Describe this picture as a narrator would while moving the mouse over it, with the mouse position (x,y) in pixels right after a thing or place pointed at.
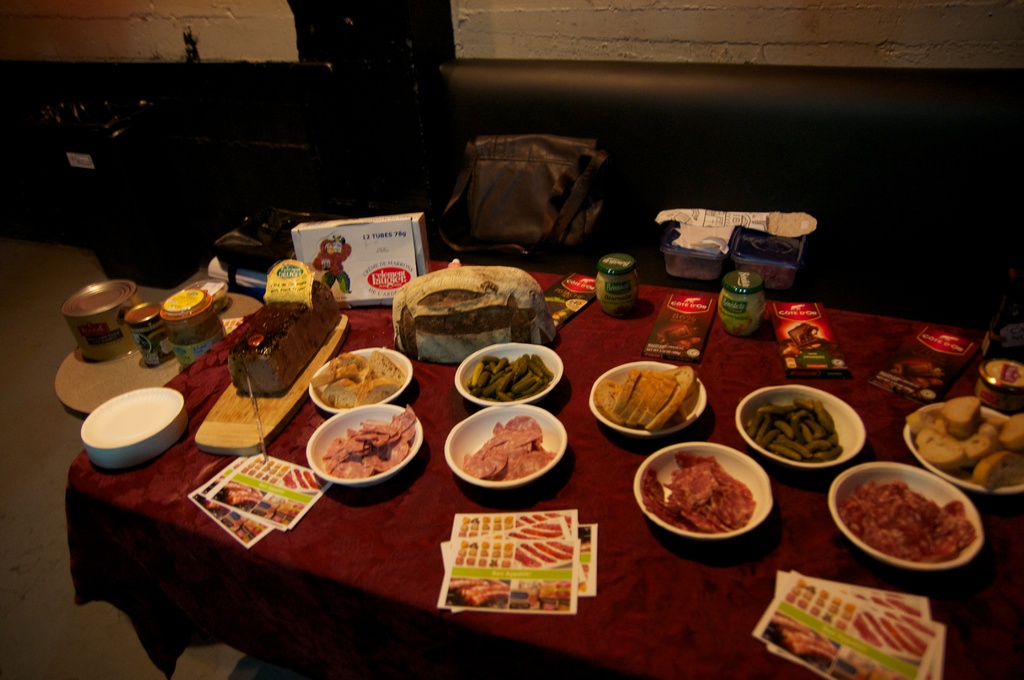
In this picture we can observe a table (584,592) on which we can observe some food items (379,378) placed in the white color bowls (520,400). There are two jars (748,304). We can observe maroon color cloth (224,561) on the table (261,591). There is a bag (512,191) placed in the sofa (675,159). In the background (154,43) there is a wall (204,24).
